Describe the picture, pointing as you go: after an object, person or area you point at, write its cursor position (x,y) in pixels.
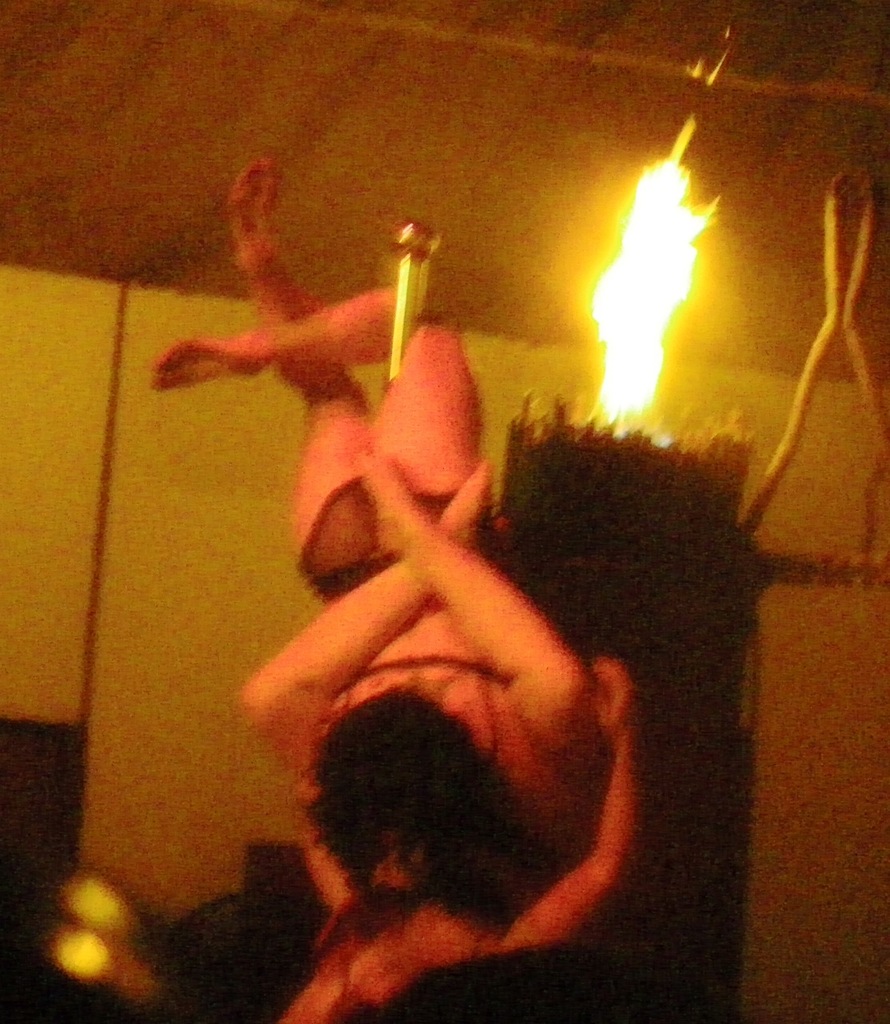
In this image we can see two persons (410,591), a pole (396,358) between the person (401,423) and in the background (624,524) there is a fire (666,348) on the object (660,548).
